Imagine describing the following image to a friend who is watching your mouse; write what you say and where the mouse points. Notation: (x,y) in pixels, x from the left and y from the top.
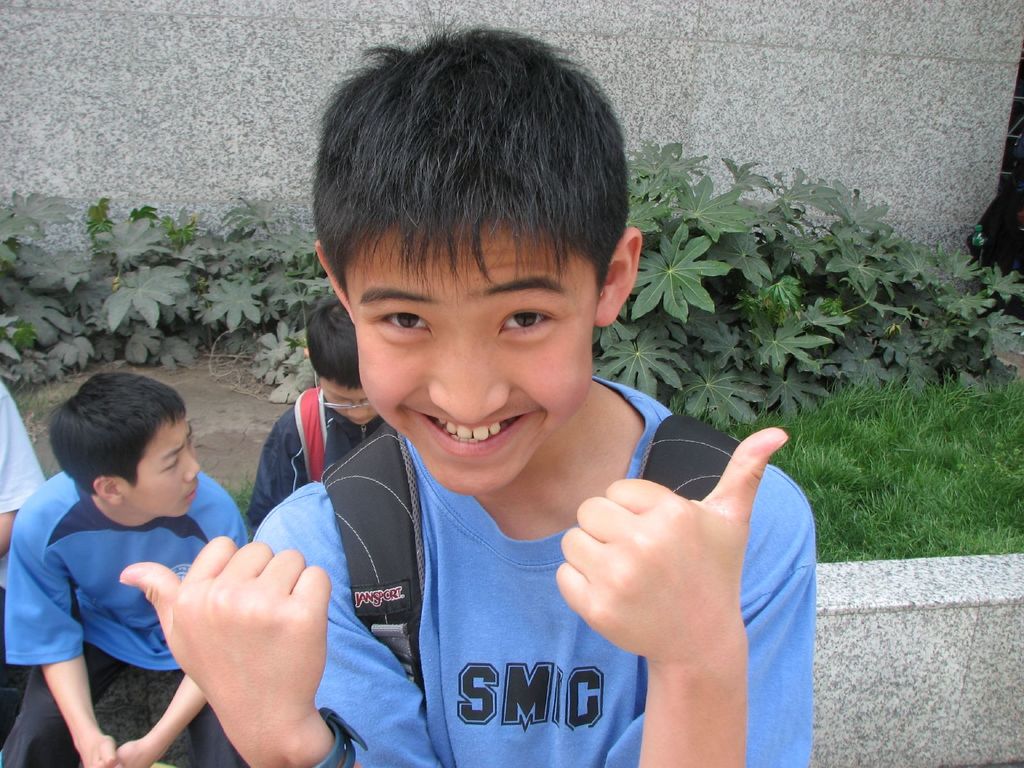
In this image we can see a boy (469,487) is carrying a bag (357,558) on his shoulders (339,561). In the background (132,511) there are few boys (82,521) sitting on a platform (821,586), bottle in a bag (999,236) on the right side (997,222), wall (51,191), plants (256,309) and grass (751,428) on the ground (242,446).
